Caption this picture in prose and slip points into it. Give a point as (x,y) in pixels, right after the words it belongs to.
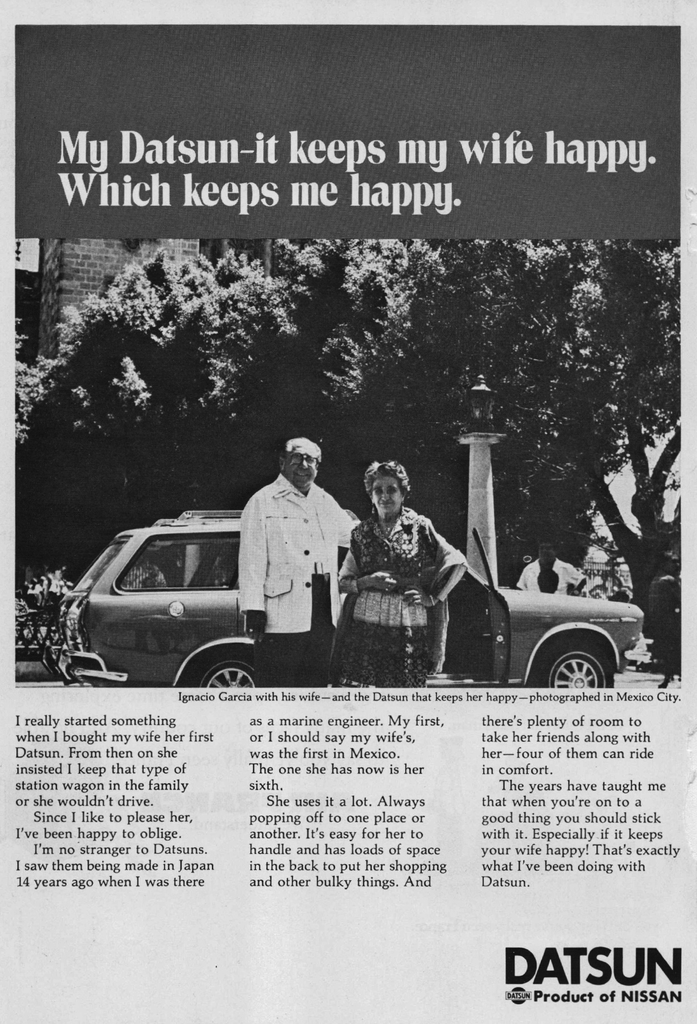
In this image I can see a poster (333,735). There is an image (451,492) in the center (319,578) in which 2 people (311,641) are standing in front of a car (468,602). There is a pole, trees (437,420) and other person (657,628) at the back (226,386). Matter (67,189) is written at the top (76,183) and bottom of the image (297,856).
